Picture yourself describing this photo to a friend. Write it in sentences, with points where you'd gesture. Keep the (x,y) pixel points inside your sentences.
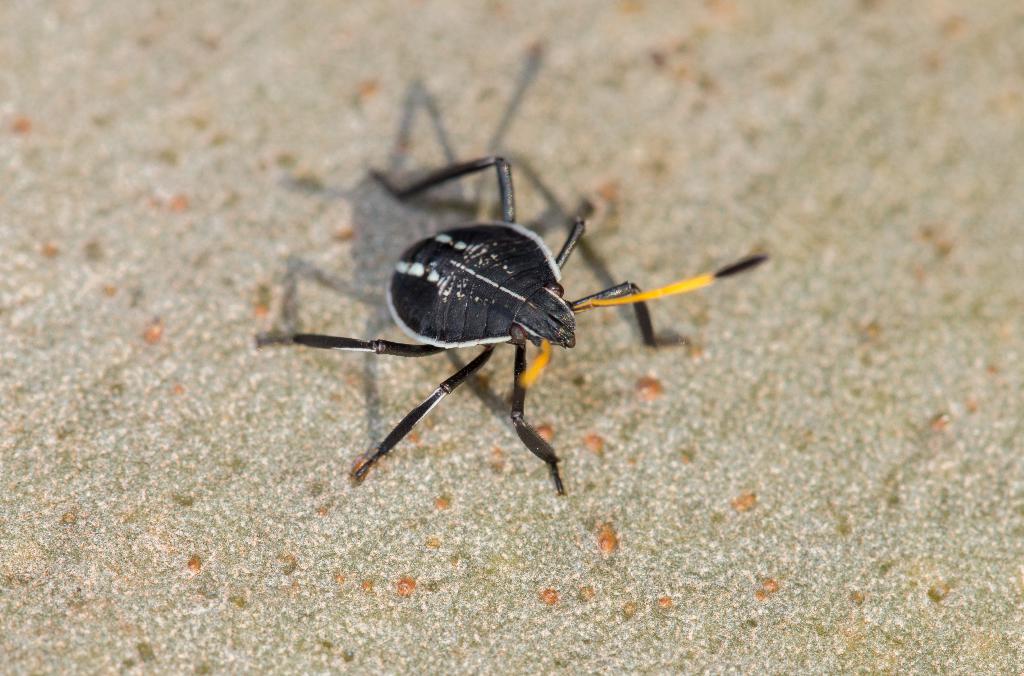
In the center of the image (485,352) an insect (541,341) is present.
